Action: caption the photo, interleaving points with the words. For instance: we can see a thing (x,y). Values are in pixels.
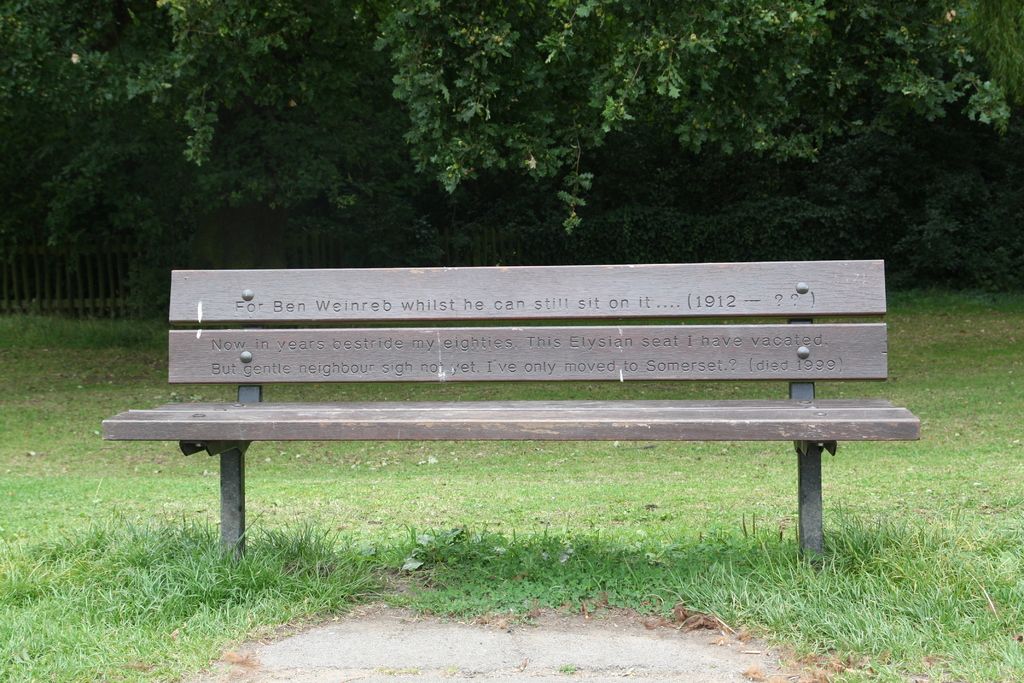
In this image, I can see a wooden bench (397,376) with words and numbers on it. At the bottom of the image (895,601), there is grass (796,588). In the background (471,210), I can see the trees (371,220) and a fence (138,266).
